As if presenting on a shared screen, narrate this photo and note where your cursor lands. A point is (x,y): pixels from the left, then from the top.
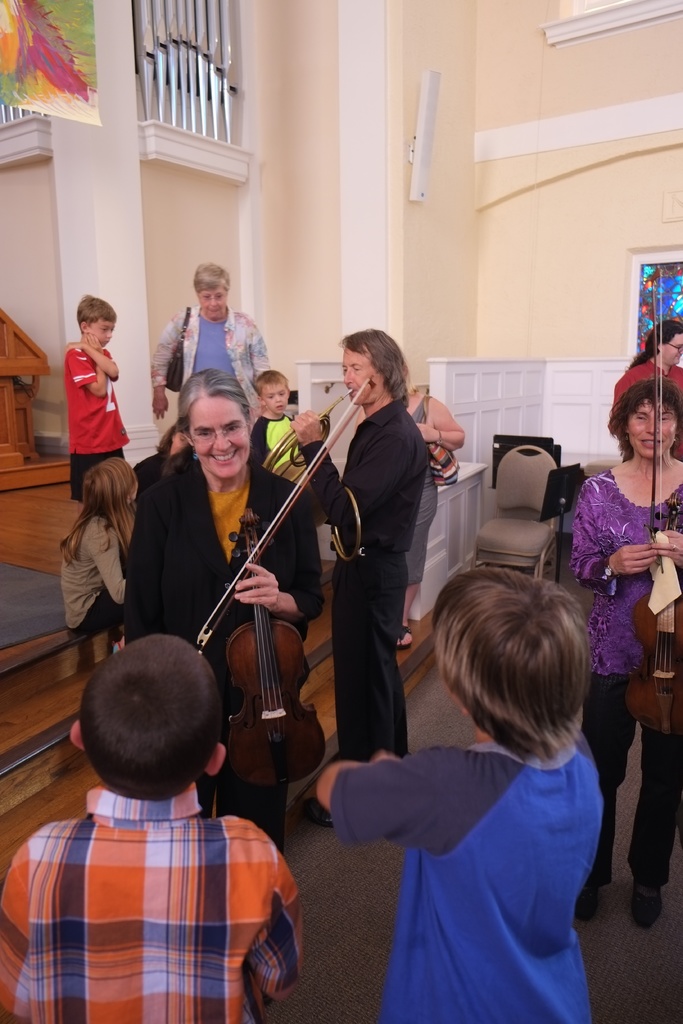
in the picture there is a room (197,235), in which many people (333,610) are standing and holding musical items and playing, there are small children (73,393) in that room (485,25).
